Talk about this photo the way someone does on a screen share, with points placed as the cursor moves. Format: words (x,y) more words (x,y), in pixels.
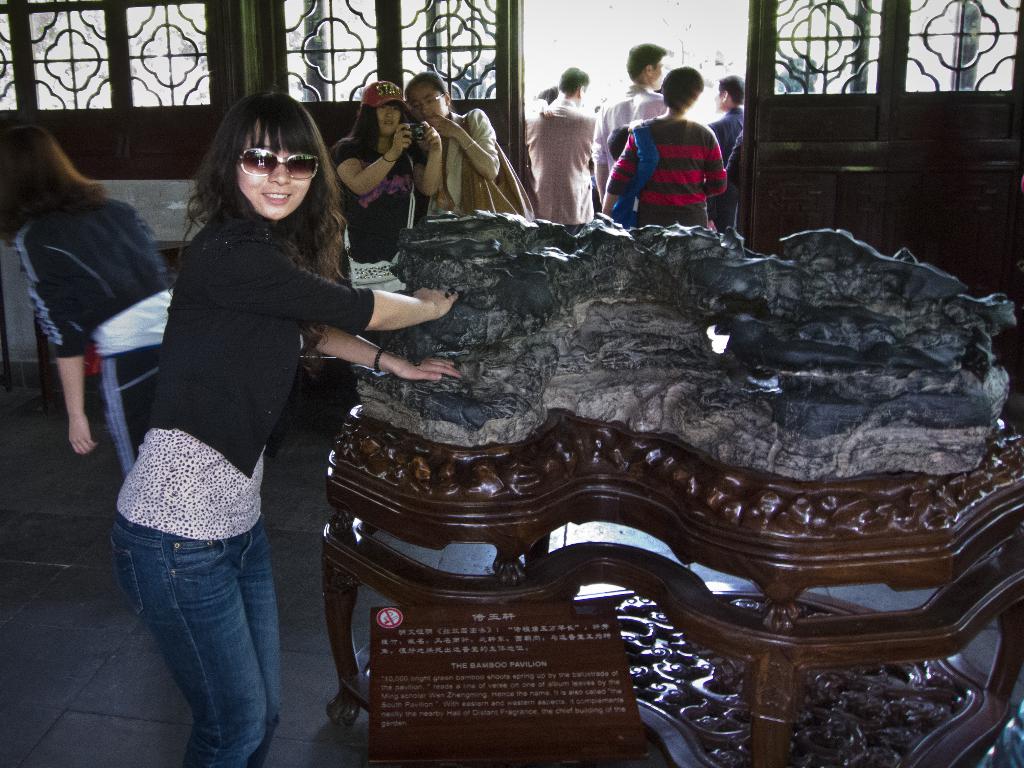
Here we can see a woman (169,399) in front (149,524) placing her hands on something (698,360) present and behind her we can see group of people (124,250) standing and there are couple of woman (433,178) taking pictures with their camera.
